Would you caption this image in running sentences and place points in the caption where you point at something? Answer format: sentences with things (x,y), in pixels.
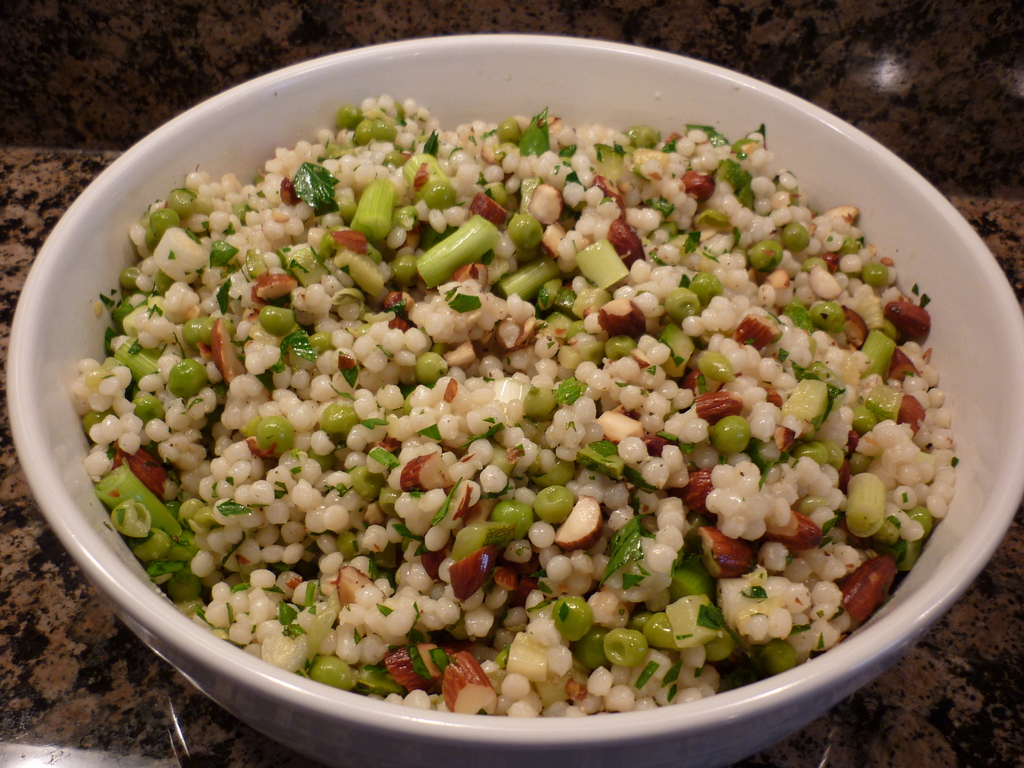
In this image on a bowl (535,356) there is some food (423,370). The bowl (427,348) is placed on the counter (95,718).
